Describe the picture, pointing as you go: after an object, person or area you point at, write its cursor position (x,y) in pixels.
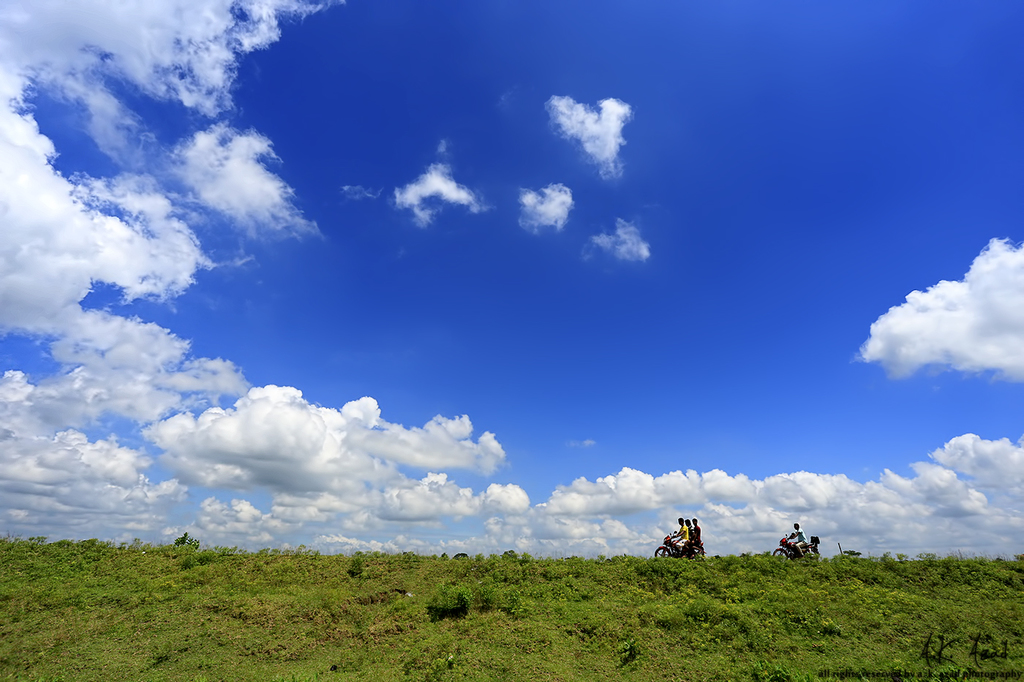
In the image there are four persons (798,542) going on motorcycle (782,542) on the grassland (615,572) and above its sky (288,349) with clouds (315,475).
